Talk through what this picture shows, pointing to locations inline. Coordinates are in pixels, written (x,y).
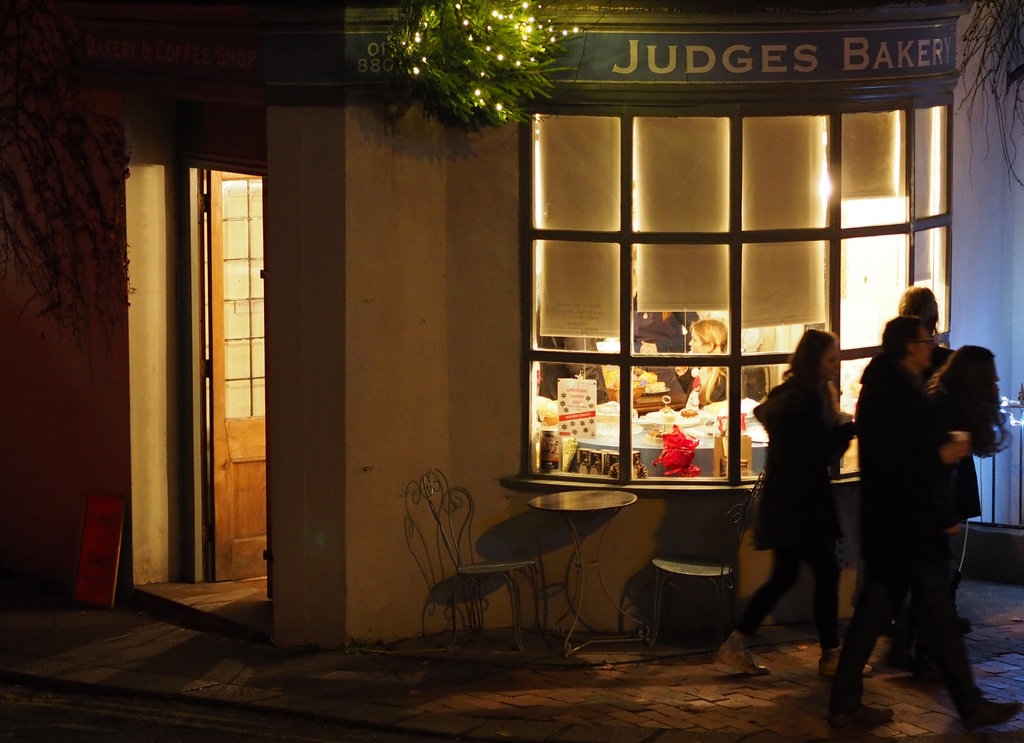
In this image I can see four people (900,442) standing. At the back (663,313) I can see there are two people (664,341). In front of them there are some objects (690,449) on the table (707,457). I can also see a plant (502,74) with lights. There are also two chairs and a table (574,512).
